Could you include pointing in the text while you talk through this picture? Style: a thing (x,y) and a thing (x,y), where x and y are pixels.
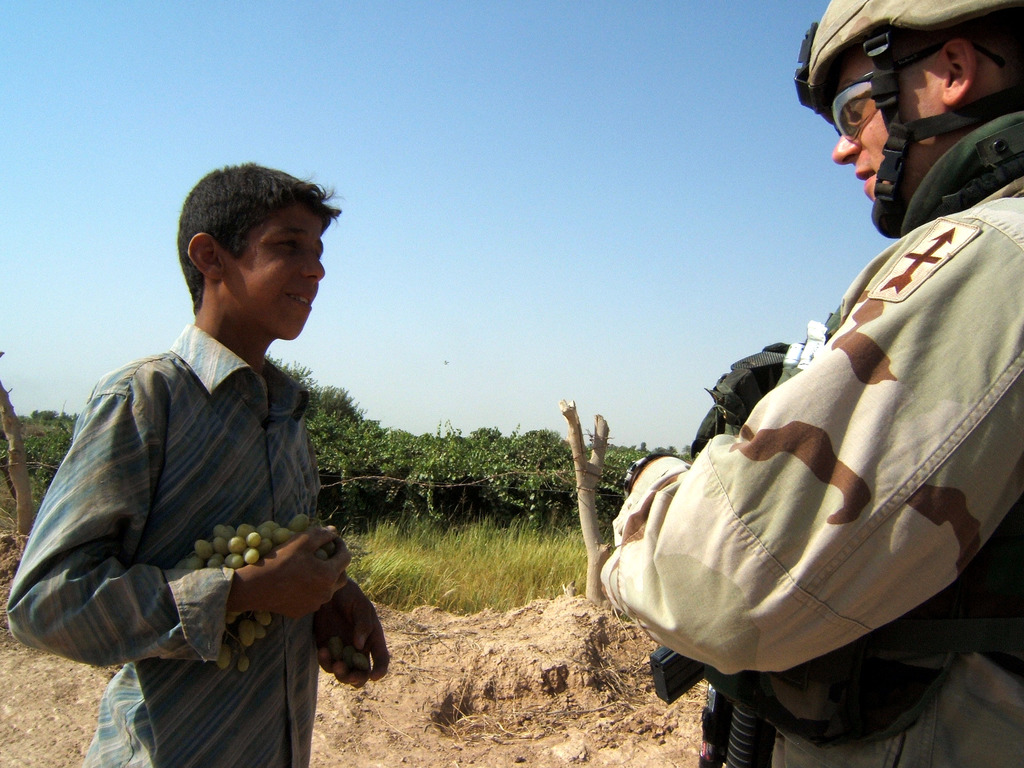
In the image in the center (649,480), we can see two persons (982,559) are standing. And the left side person (268,499) is holding fruits (265,543) and he is smiling. And the right side person (867,340) is holding some object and he is wearing a helmet (838,10). In the background (671,147) we can see the sky (774,161), plants (438,521), grass (459,544) and poles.
